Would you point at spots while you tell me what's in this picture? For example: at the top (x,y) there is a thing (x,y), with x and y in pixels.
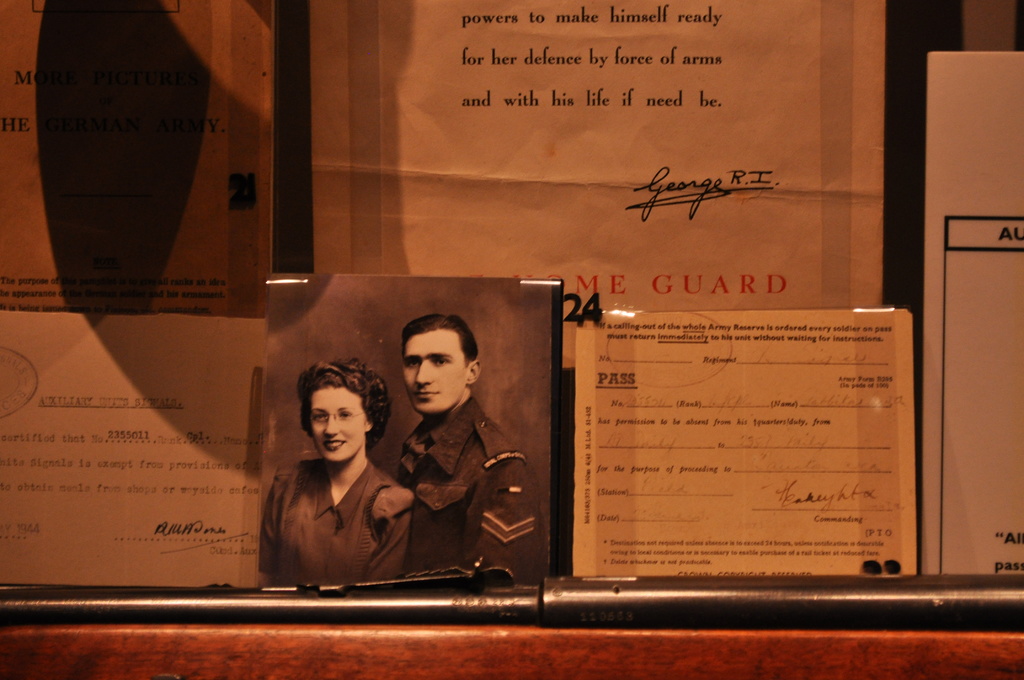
In this image I can see few notice papers (668,167), in the notice papers (673,252) I can see text (629,377) and one woman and man (437,340).
